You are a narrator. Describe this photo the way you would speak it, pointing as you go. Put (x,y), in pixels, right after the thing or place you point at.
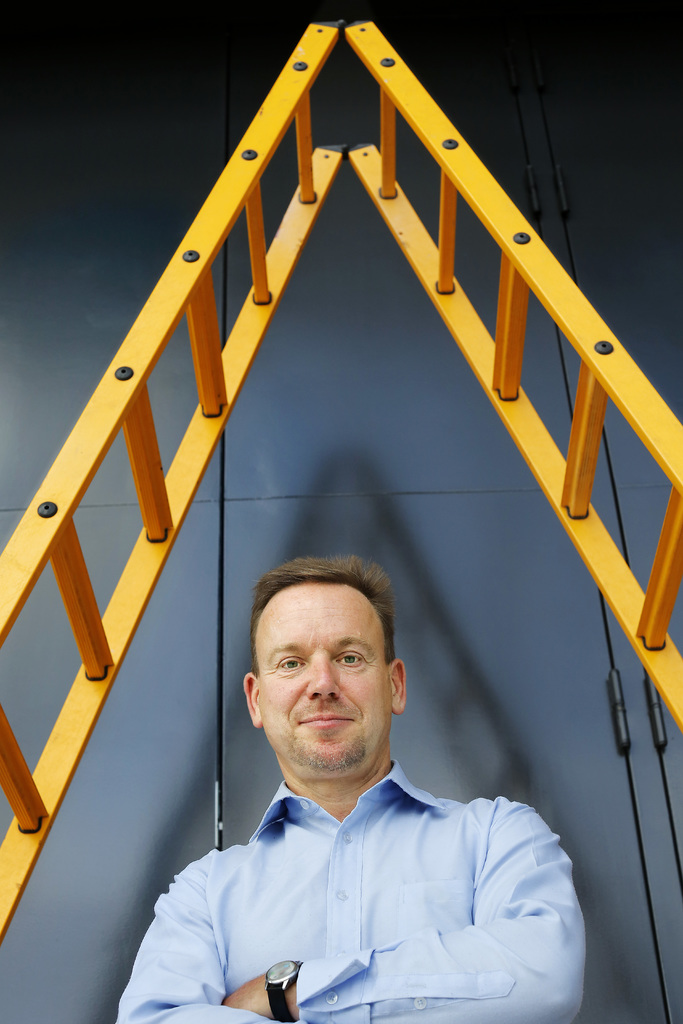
There is a man (260,954) standing and smiling and wore blue color shirt (346,952) and watch (284,986) and we can see ladders (593,541).
